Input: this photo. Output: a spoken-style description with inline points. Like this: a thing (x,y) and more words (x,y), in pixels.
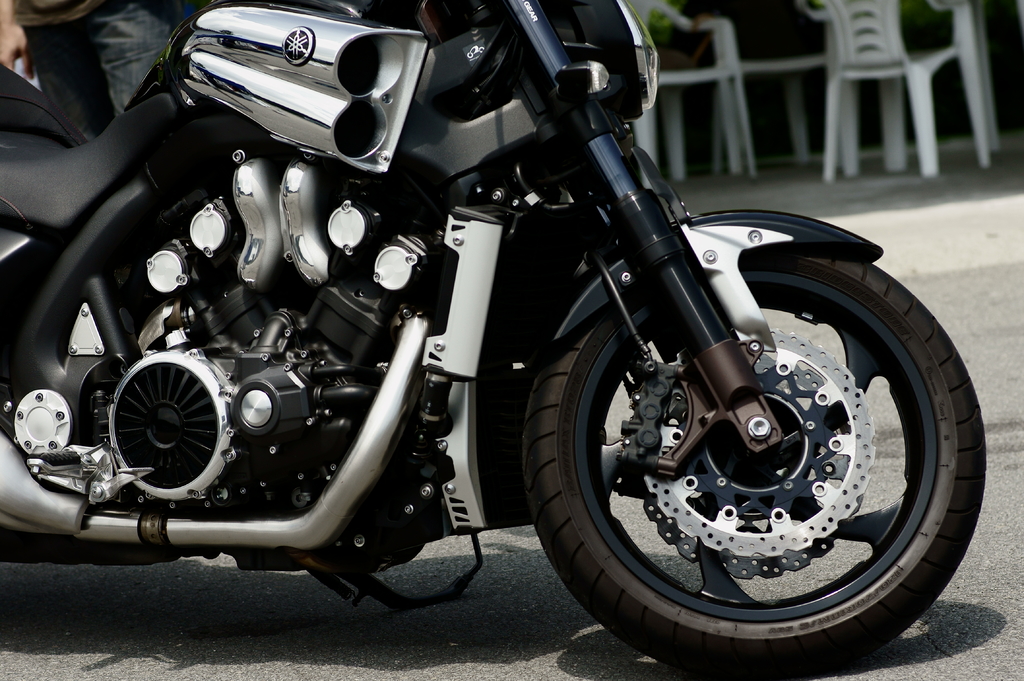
Here we can see a motor cycle (162,187) on the road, and a person (115,35) is standing, and here are the chairs (721,50).
